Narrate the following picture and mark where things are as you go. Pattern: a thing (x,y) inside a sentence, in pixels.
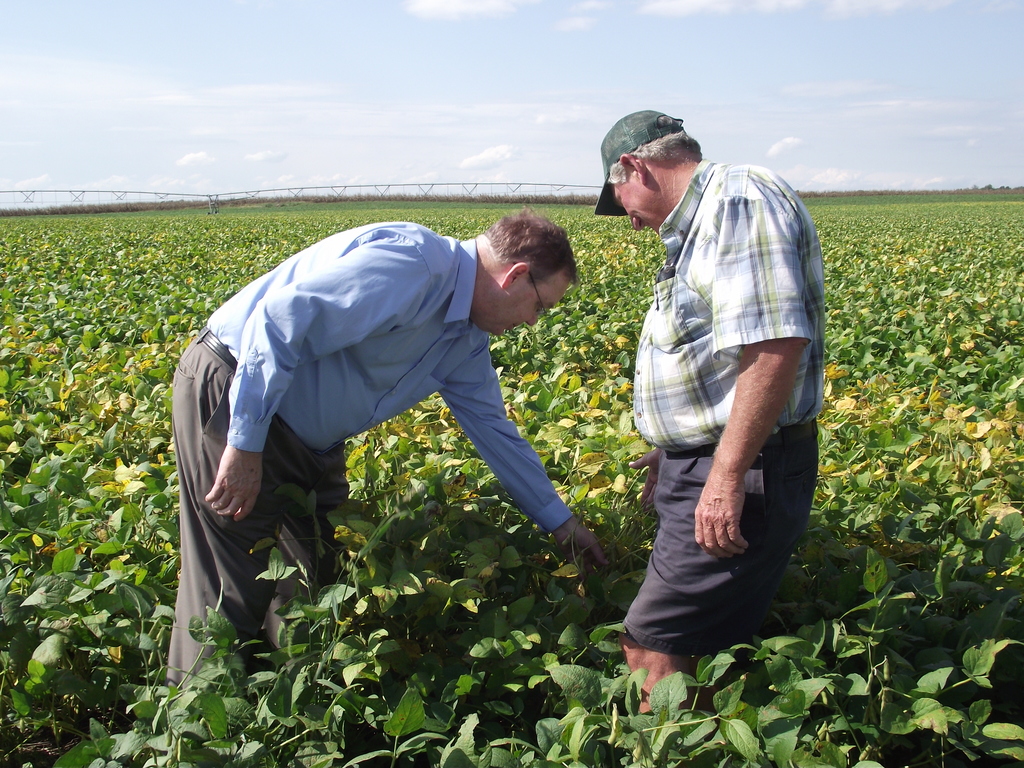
In this image we can see two persons (665,589). A man (533,269) wearing glasses (546,313) and also a man (670,158) wearing the cap (657,140) and these persons (426,353) are standing and we can also see the plants (924,340). In the background (449,106) there is sky (834,82) with the clouds (837,172).
